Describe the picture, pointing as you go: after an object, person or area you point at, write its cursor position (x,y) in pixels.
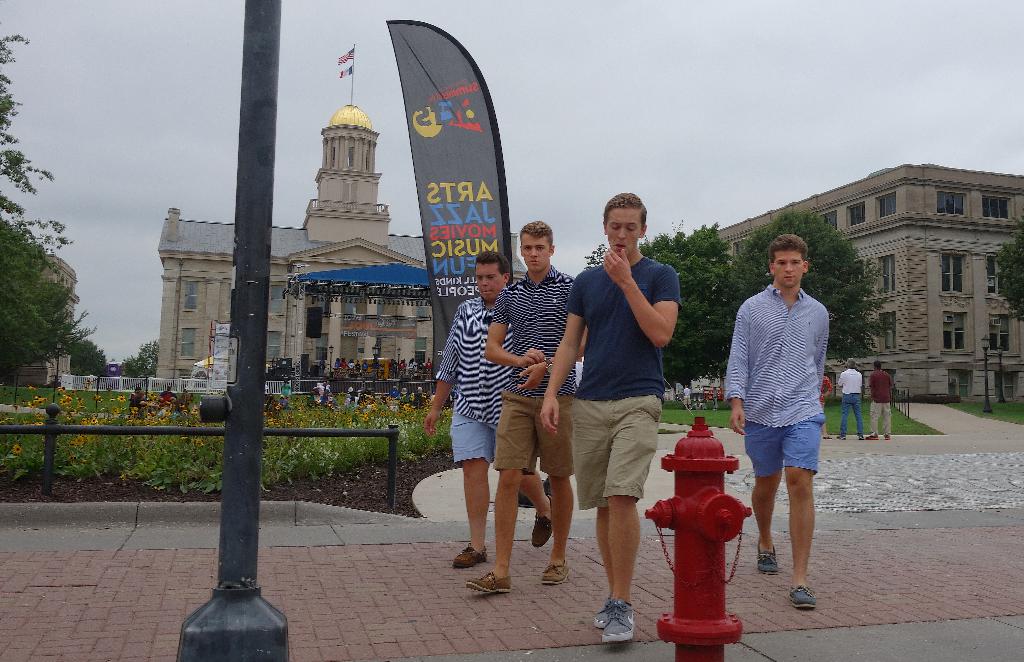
4 Men (579,390) are walking, they wore t-shirts (631,369), shorts (637,453), shoes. On the right side (702,637) it's a fire hydrant (699,572), behind them there are trees (689,377). There are buildings (347,220) in this image, at the top (630,91) it is the sky (624,103).
